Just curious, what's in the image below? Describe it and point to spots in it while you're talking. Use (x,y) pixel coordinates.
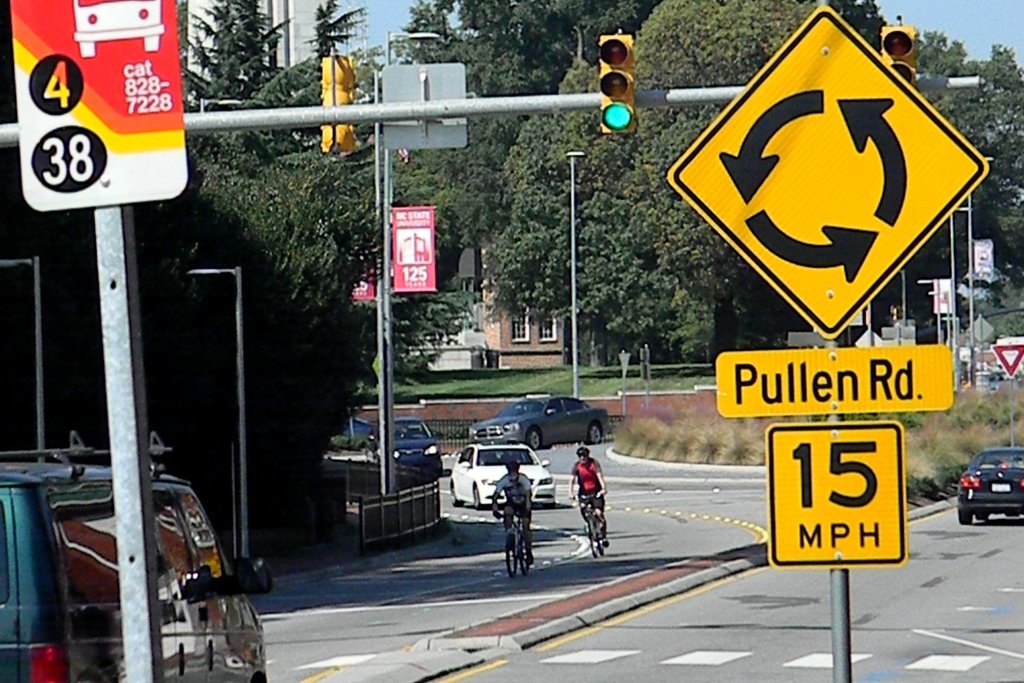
This is a picture of the outside of the city (752,465), in this picture in the foreground (858,401) there are some poles (131,329) and traffic signals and some boards (120,153). In the background (256,178) there are some trees (371,82) buildings (489,338) and houses (489,338), in the center (401,435) there are some vehicles (415,453) on the road (554,553) and two persons (515,507) are sitting on a cycle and riding and there is a fence (416,491). On the right side (748,383) there are some poles (870,326) and boards (1009,358) and some grass (943,418).
